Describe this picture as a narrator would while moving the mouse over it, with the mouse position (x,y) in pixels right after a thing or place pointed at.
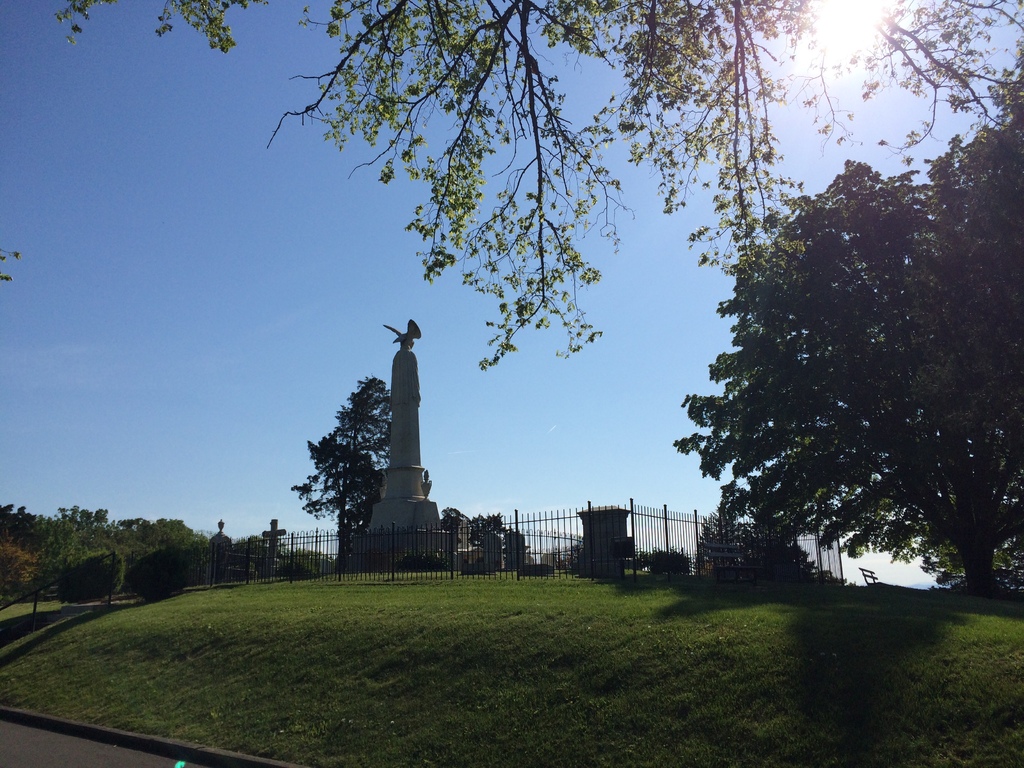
In the center of the image (419,461) we can see a statue (412,522), metal fence (407,575), a cross (272,549) placed on the ground (294,584). In the background (735,578), we can see a bench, a group of trees (927,560), metal poles (111,586) and the sky (140,339).
